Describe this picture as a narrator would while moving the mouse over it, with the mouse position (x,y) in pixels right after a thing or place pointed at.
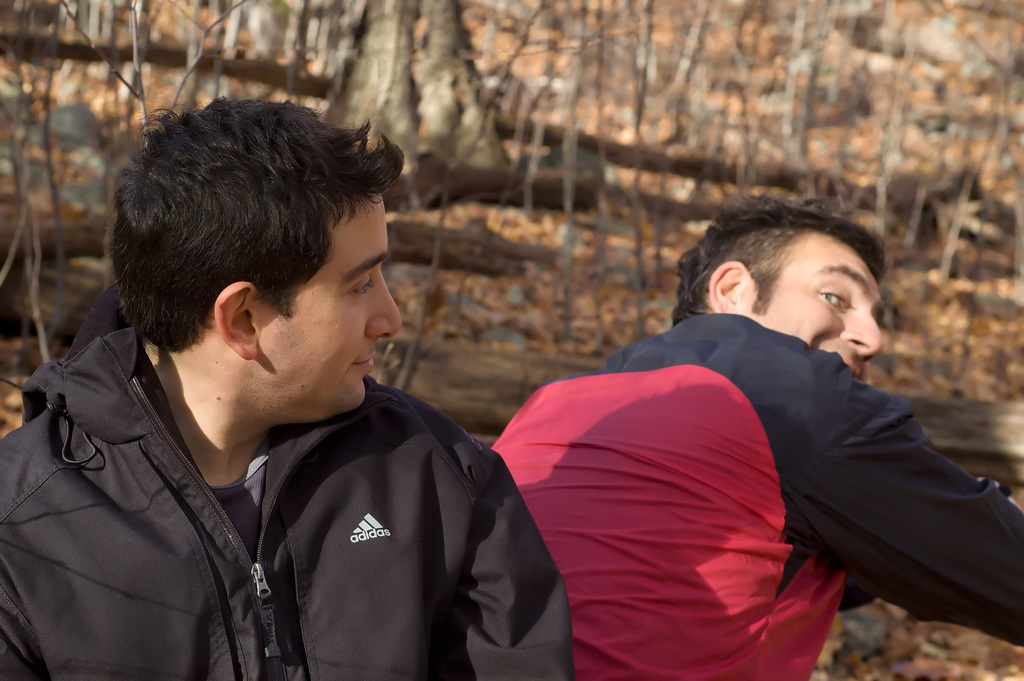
In this image there are persons (694,455) sitting and smiling in the front (605,554) and there are trees (467,75) in the background (633,57) and there are dry leaves (621,181) on the ground (738,57).
